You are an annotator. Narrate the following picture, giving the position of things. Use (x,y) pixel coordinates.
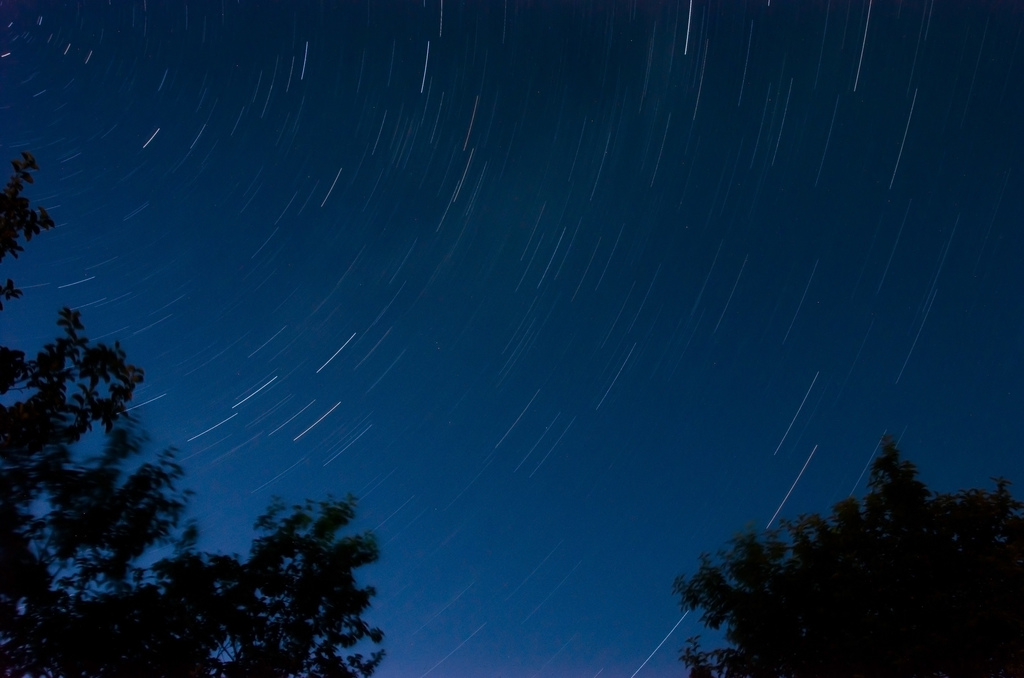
In this image there are trees (767,584). In the background (632,438) there is sky (358,261).
